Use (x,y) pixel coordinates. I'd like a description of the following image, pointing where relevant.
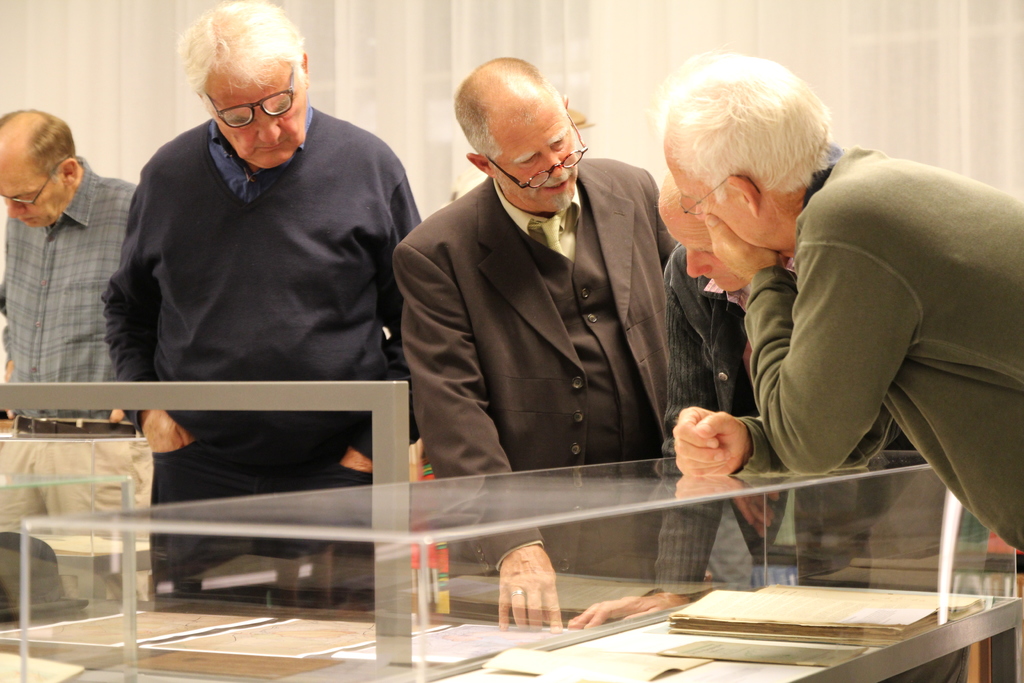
In this image, we can see few people (1019,361). At the bottom (540,643), we can see a table (854,670), few papers (200,646), book (816,634) are placed on it. Here there is a glass (24,619) and rod (394,390). Background (648,53) we can see white color.
